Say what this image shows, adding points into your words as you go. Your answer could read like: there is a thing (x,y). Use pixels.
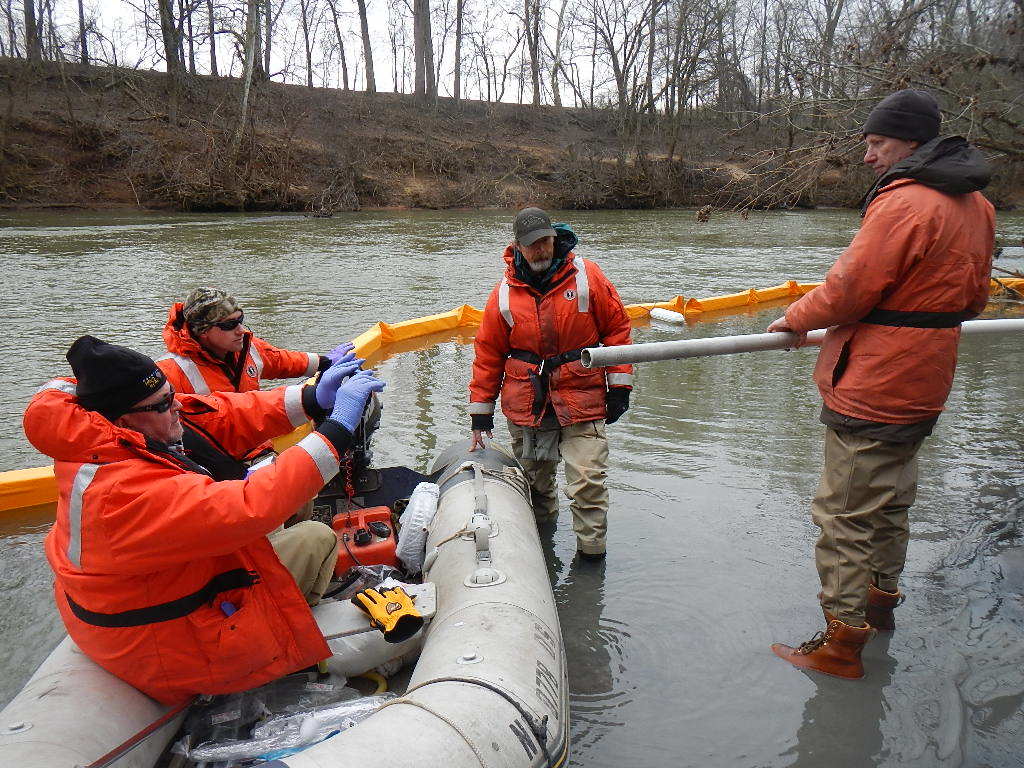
In this image we can see four persons (130,531), two of them are sitting on the boat (361,674), one person (836,418) is holding a pipe (693,351), there is a glove (383,599) in the boat (477,758), we can see the river (717,482) and trees (889,69).
